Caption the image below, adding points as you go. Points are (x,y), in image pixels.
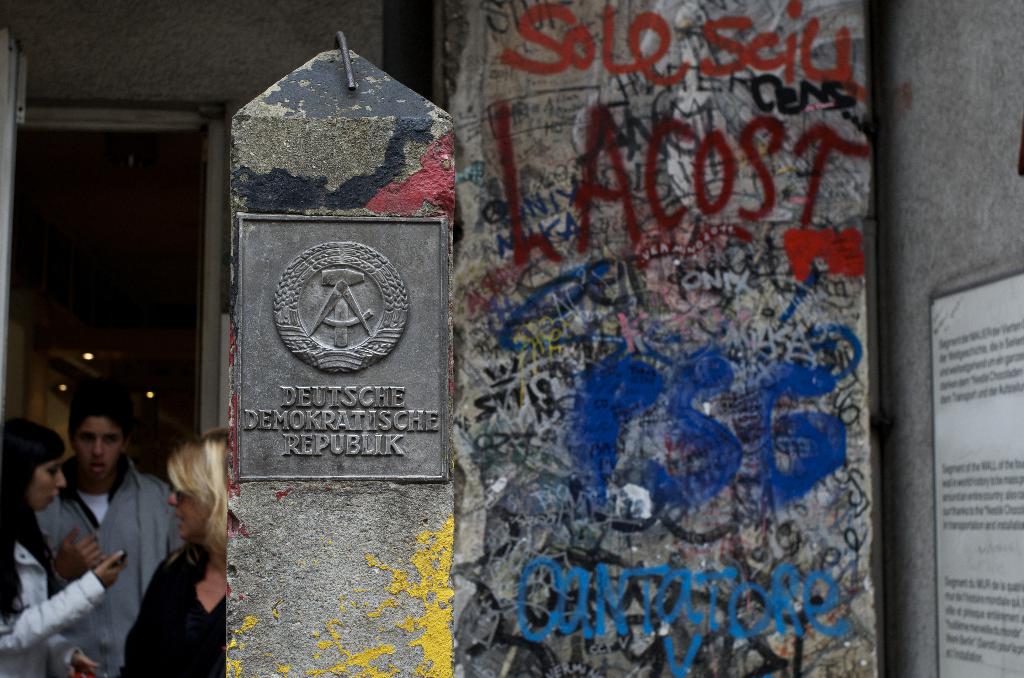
In this picture I can see three persons (188,440) standing, there are lights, there are some scribblings (650,405) on the wall (664,430), there is a board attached to the wall (519,348), this is looking like a board (308,294) which is on the pillar (339,623).
